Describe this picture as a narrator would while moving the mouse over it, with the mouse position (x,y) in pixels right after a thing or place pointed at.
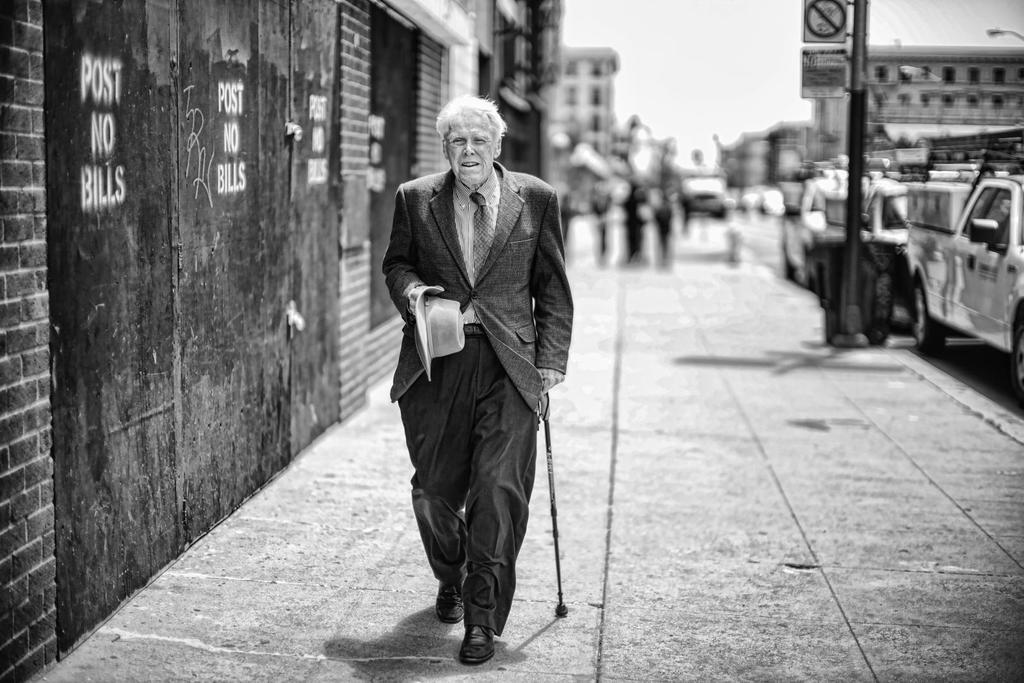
Black and white image. This man (484,193) is holding a hat (456,311) and stick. Here we can see a wall (356,179). Background (976,100) is blur. We can see signboards (830,75), vehicles (871,194), people (637,217) and buildings (965,85).
